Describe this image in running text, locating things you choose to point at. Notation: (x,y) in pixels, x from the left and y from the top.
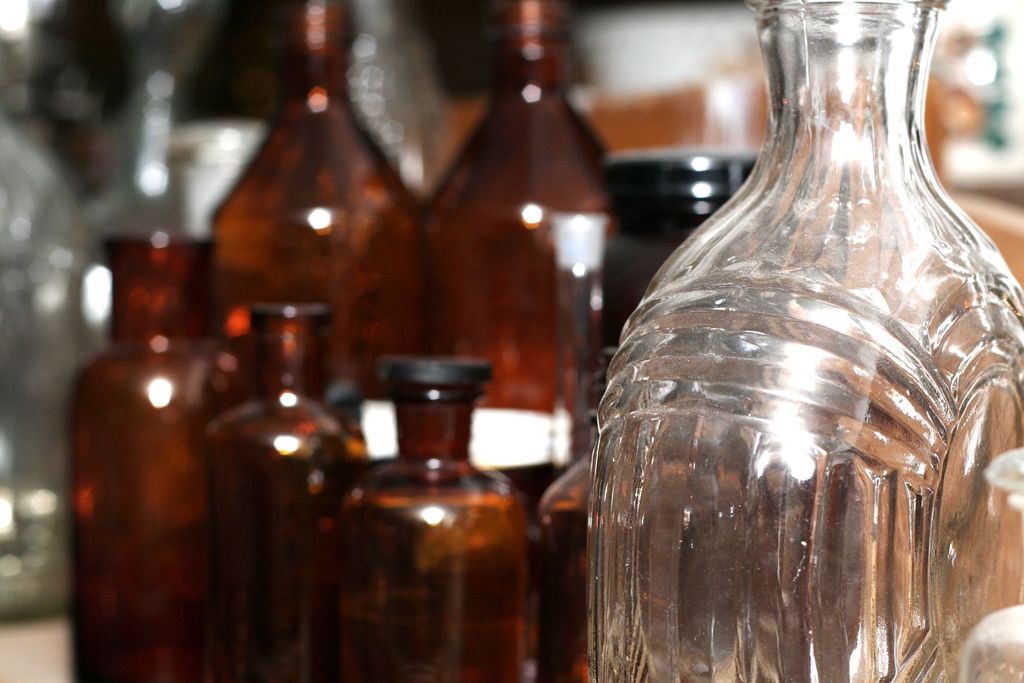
In the image we can see there is a wine bottle (785,498) and there are lot of bottles (263,260) and the image is blur.
